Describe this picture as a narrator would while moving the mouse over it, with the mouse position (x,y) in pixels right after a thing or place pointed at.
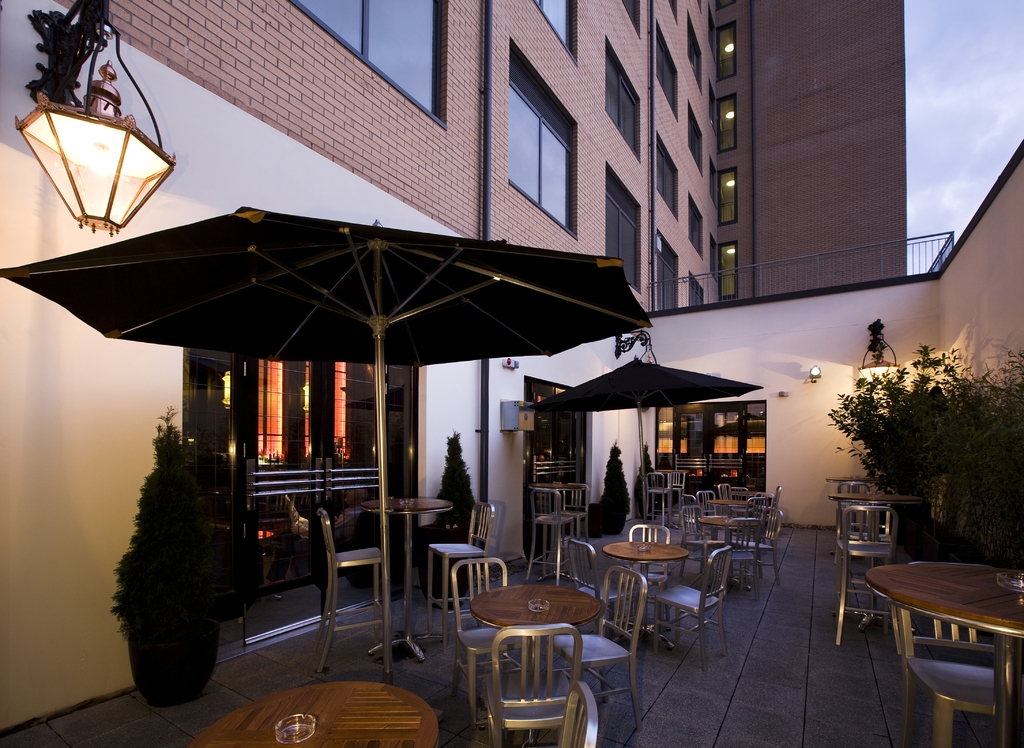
This picture might be taken in a restaurant (283,158), in this picture in the background (630,176) there are some buildings (883,293) and in the foreground (230,313) there are umbrellas (400,318), tables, chairs (486,505) and some plants (207,562). On the left side (74,161) there is one lamp (117,178), in the background (276,419) there is a glass door (301,462). At the bottom (744,636) there is a floor (774,648).
